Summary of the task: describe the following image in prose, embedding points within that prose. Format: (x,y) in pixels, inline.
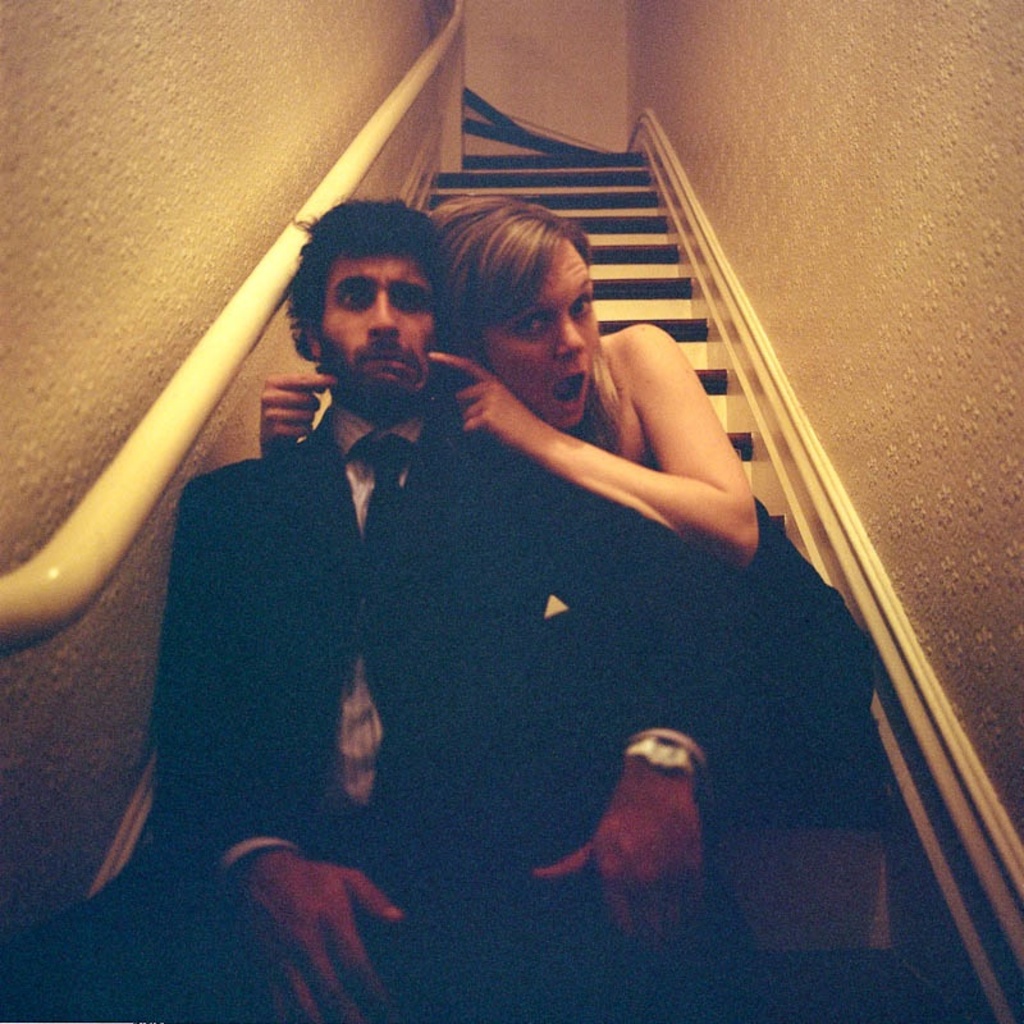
A man (616,688) and woman (519,390) are sitting on a staircase (702,350). On the left (305,140) and right side (709,190) we can see the wall (700,67).
